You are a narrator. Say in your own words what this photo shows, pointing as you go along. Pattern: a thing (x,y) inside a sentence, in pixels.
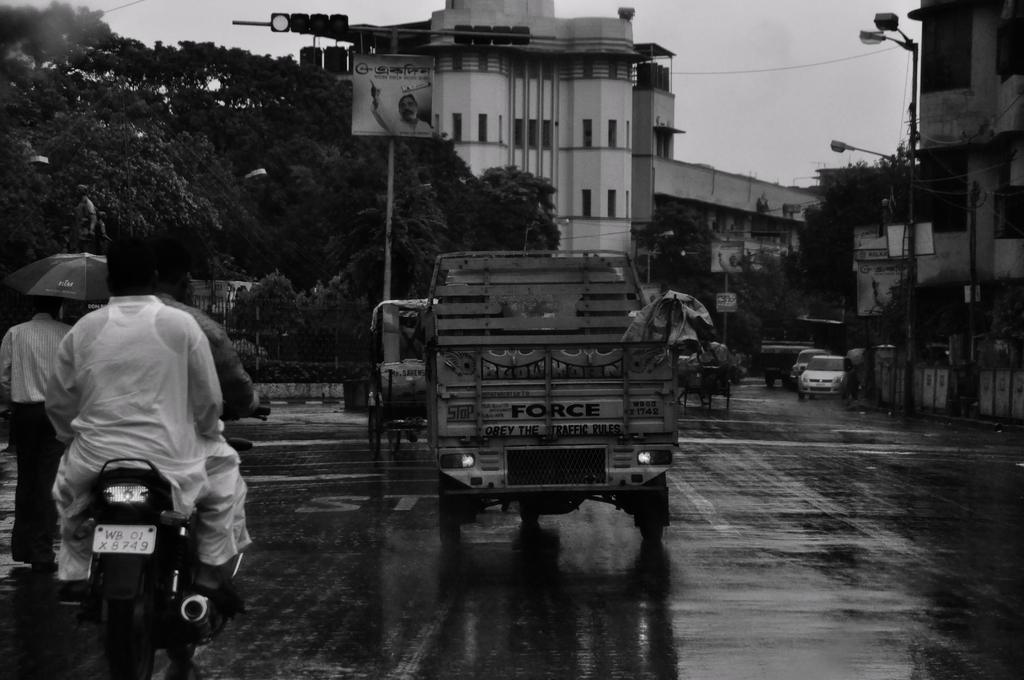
It is the black and white image in which we can see that there is a road (764,517) in the middle (362,412). On the road (764,517) there are so many vehicles (597,408). On the left side (151,419) there is a motorbike (123,476) on which there are two persons (186,432). In the background (637,159) there are buildings (600,175) and trees (291,167) beside them. In the middle of the road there is a traffic signal light (407,31). On the footpath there are electric poles (911,42) with the lights (874,37). On the left side (28,350) there is a person (36,335) walking by holding an umbrella (64,276).
